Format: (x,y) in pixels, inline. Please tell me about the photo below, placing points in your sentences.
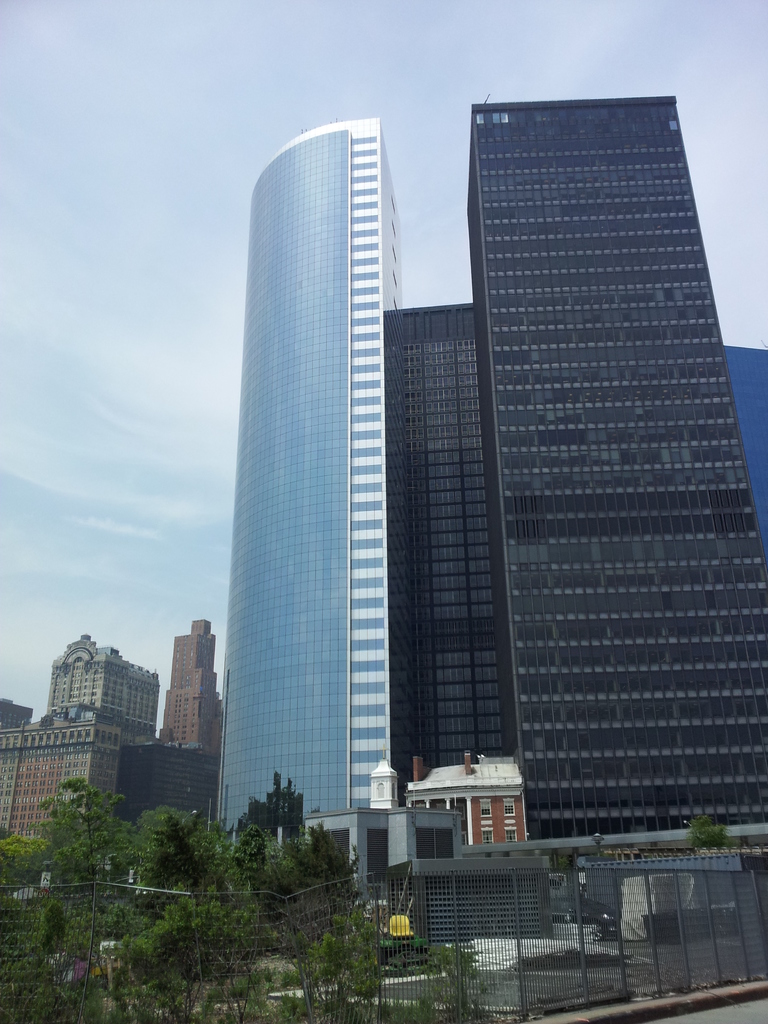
In this image we can see buildings (334,685), trees (243,842). At the top of the image (248,129) there is sky (221,74).
